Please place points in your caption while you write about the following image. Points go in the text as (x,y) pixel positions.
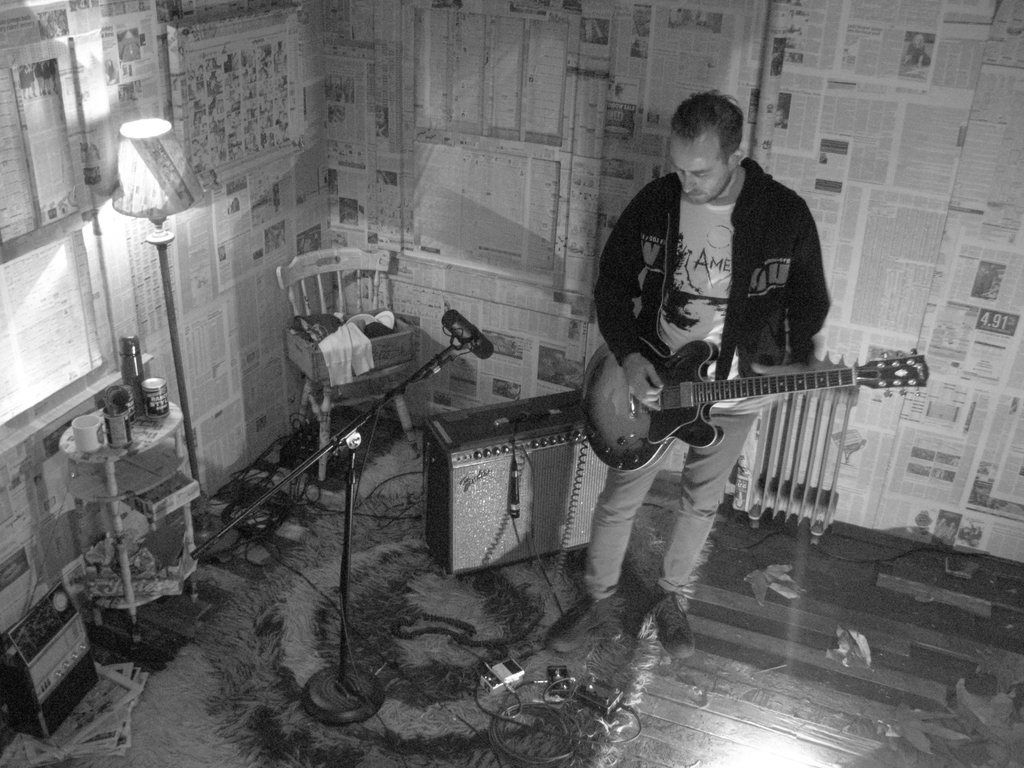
A person (701,309) wearing a black jacket (654,276) is playing a guitar (708,422). There is a mic (476,334) and mic stand (405,384). There are wires (550,720) on the floor (542,703). There is a table (142,493). And on the table (137,429) there are cups (77,441) and bottle (133,368). And there is a chair (327,271) in the corner and a floor lamp (151,208). And in the background (494,99) there is a wall (937,193).
